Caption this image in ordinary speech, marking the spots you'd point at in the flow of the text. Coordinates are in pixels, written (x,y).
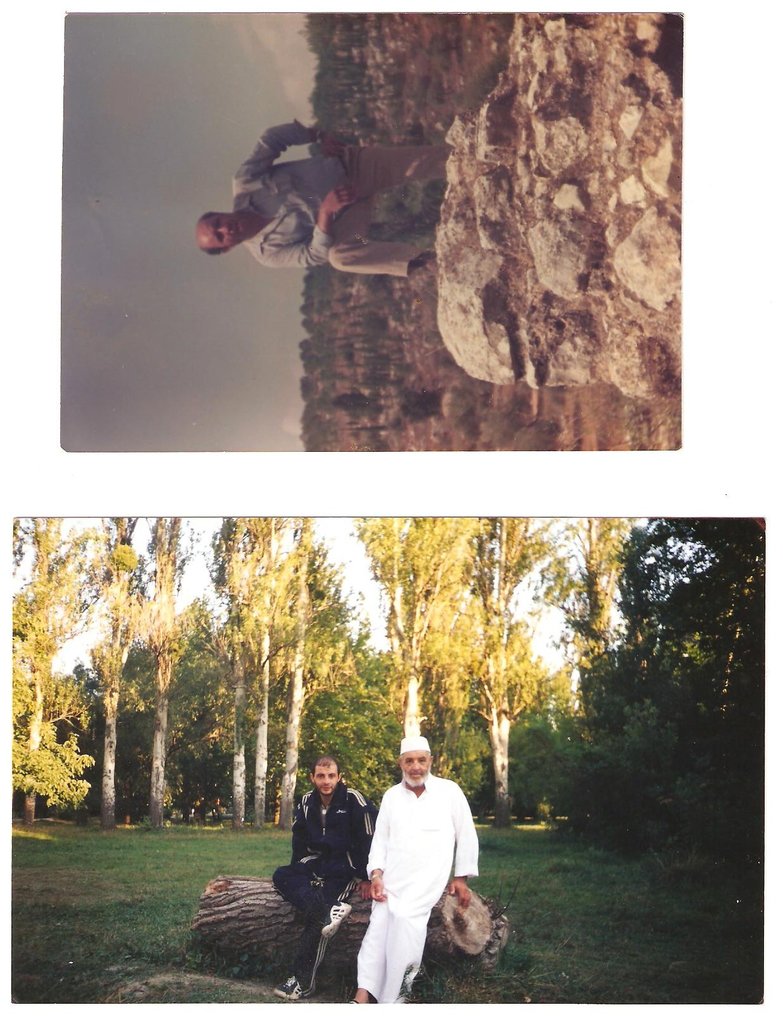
In this image we can see a collage of two pictures in which group of persons (382,858) are sitting on a wood log (355,921). One person (320,159) is standing on a rock (442,288). In the background (623,726), we can see a group of trees (609,726) and sky (179,267).
